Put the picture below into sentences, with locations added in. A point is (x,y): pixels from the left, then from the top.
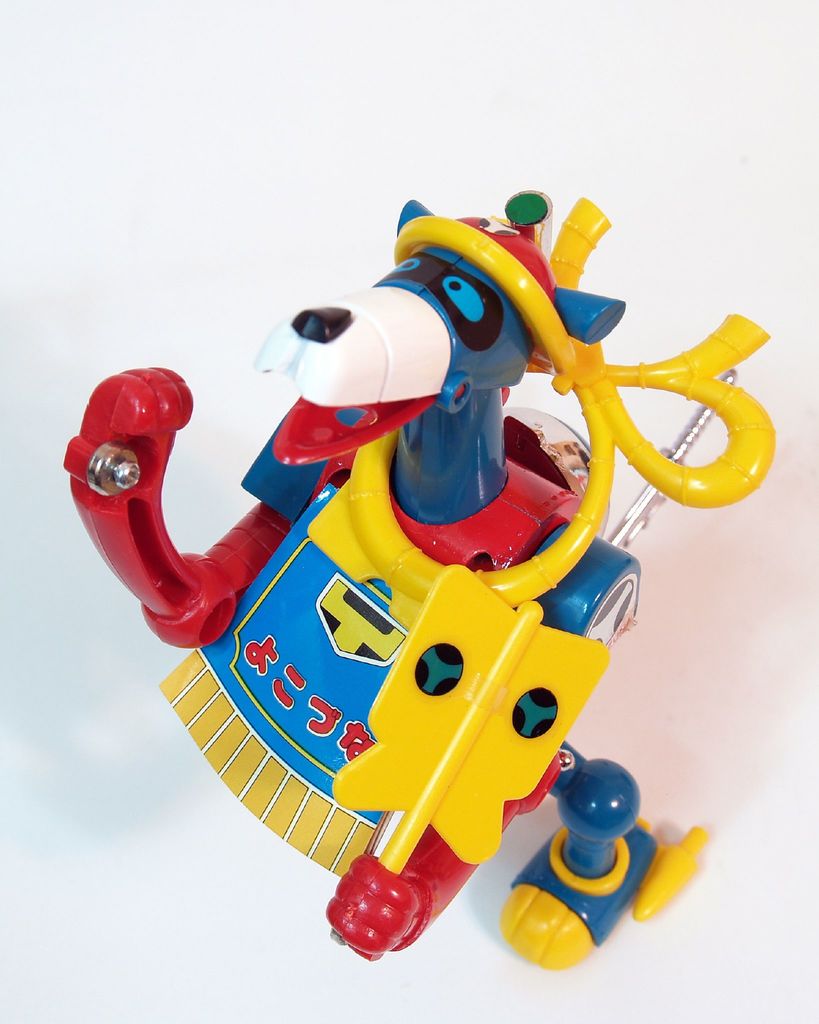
In the foreground of the picture (380,523), there is a toy (532,694) on a white surface (120,895).
